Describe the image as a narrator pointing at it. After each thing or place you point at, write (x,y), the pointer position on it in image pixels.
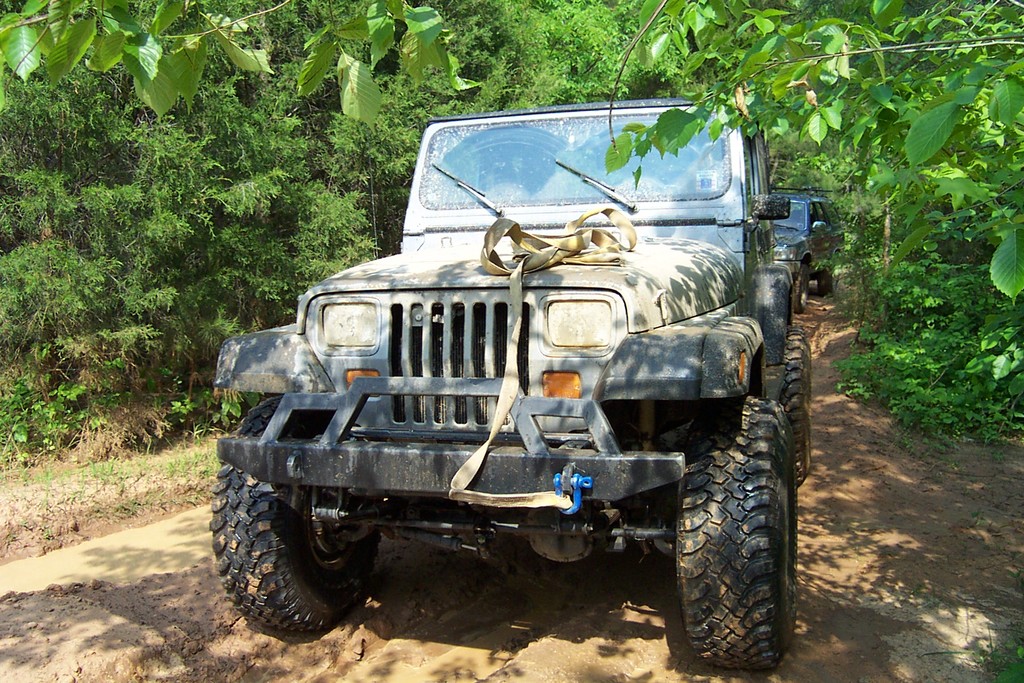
In this picture we can see vehicles (372,547), mud (428,626), trees (871,269) and grass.
